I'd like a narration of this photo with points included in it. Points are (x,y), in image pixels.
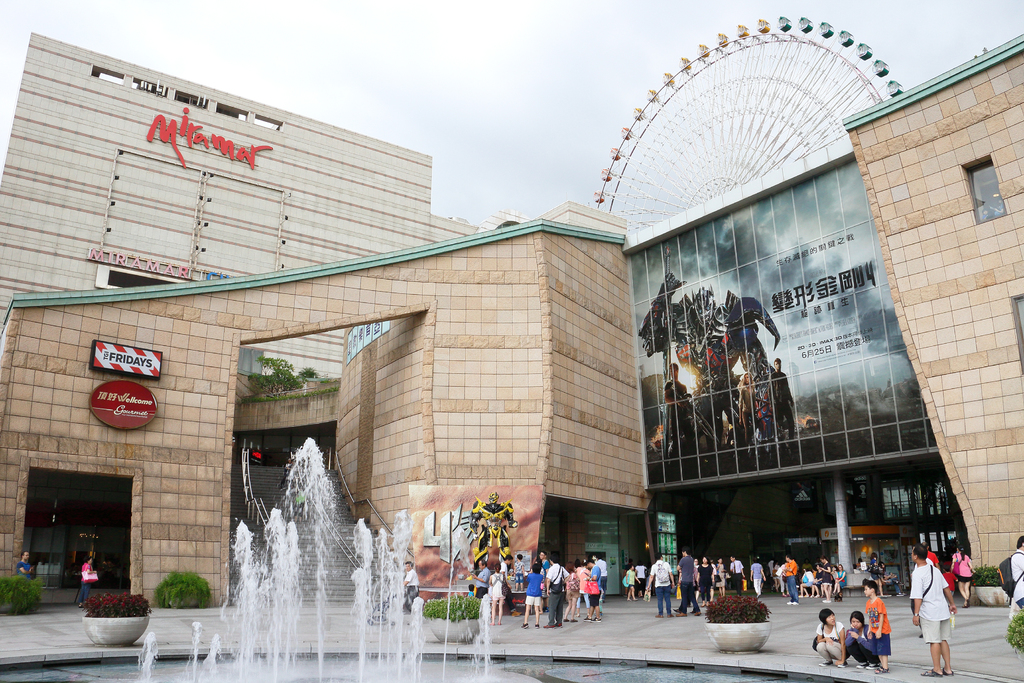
In this image we can see buildings (457,311), giant wheel (687,208), boards (138,349), plants (11,585), water fountain (141,669), hoardings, and people (529,577). In the background (300,7) there is sky (577,49).
